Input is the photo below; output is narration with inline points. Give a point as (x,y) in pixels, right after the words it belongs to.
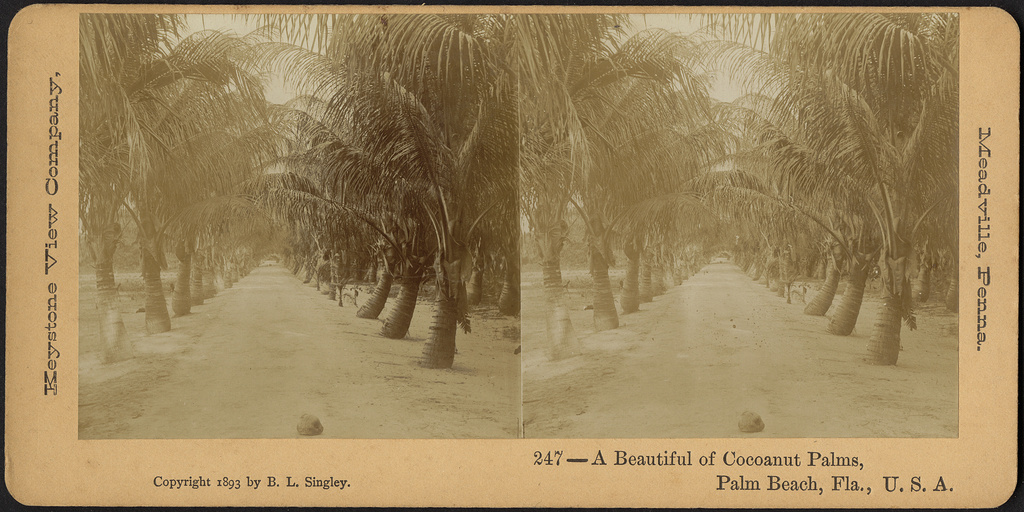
This image is a black and white image, and this is a collage image as we can see the same picture is on the both sides. There is a road (270,348) in the bottom of this image (263,362) and there are some trees (335,188) in the background (196,261).
